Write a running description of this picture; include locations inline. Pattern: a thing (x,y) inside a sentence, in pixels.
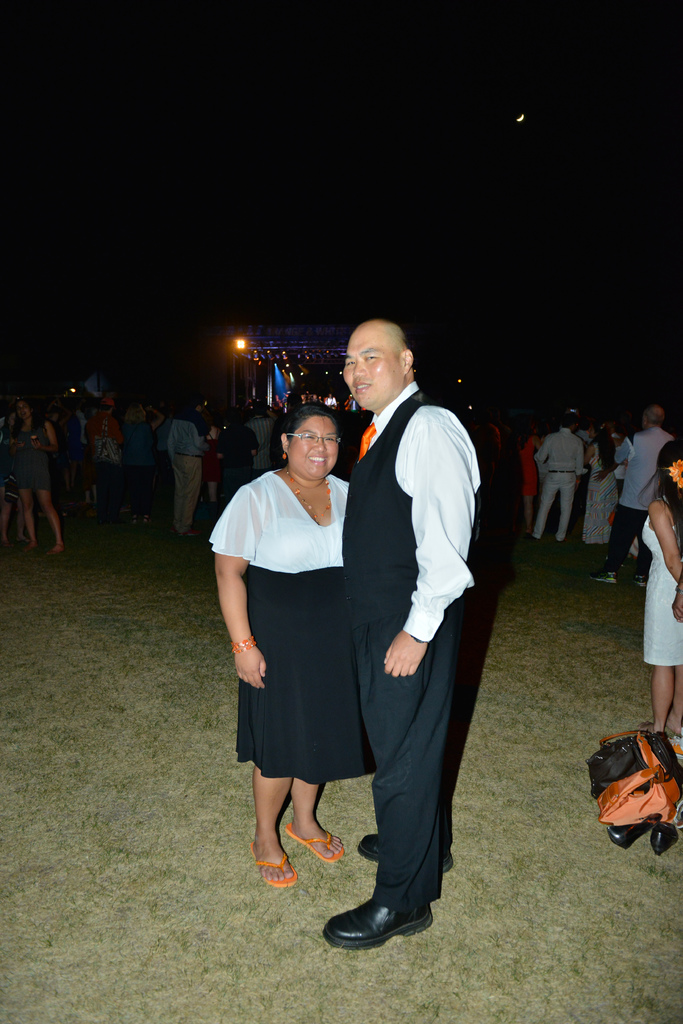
In this image we can see a man (402,594) and a woman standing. On the right side (613,800) we can see a bag (626,800) placed on the ground (634,876). On the backside (209,433) we can see a group of people (201,429) standing. We can also see a light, the flag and the sky (198,250).
